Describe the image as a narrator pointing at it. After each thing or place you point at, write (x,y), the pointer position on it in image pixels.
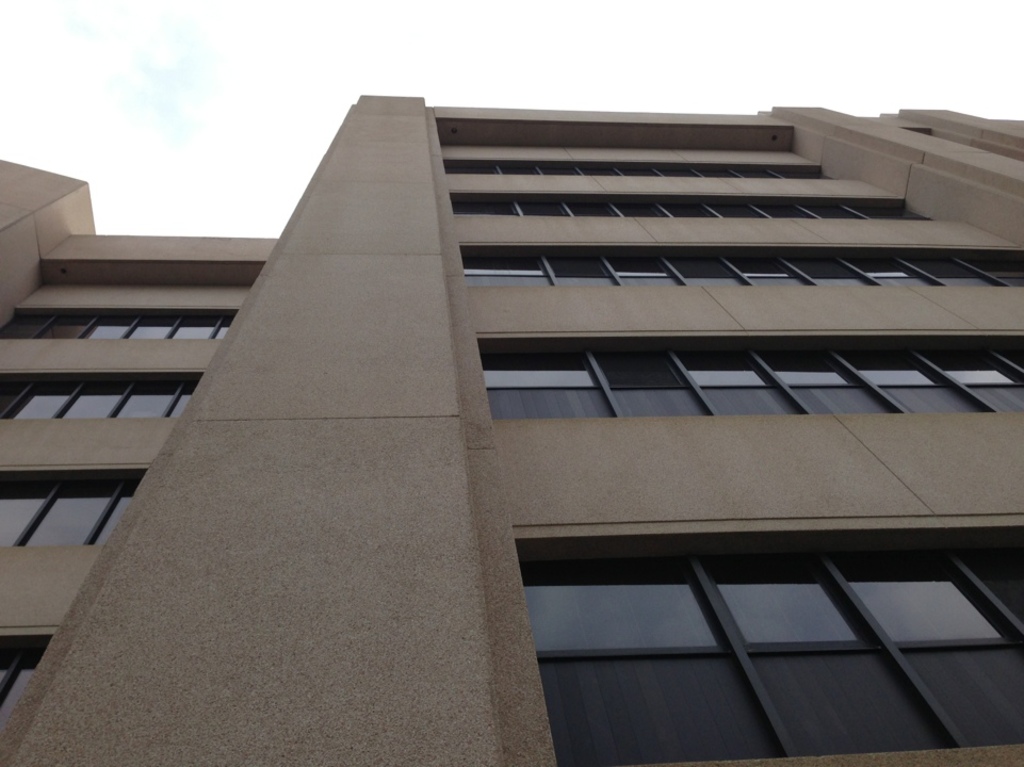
Here there is a building (493,501) with the windows (767,750) made of glass (64,533).
